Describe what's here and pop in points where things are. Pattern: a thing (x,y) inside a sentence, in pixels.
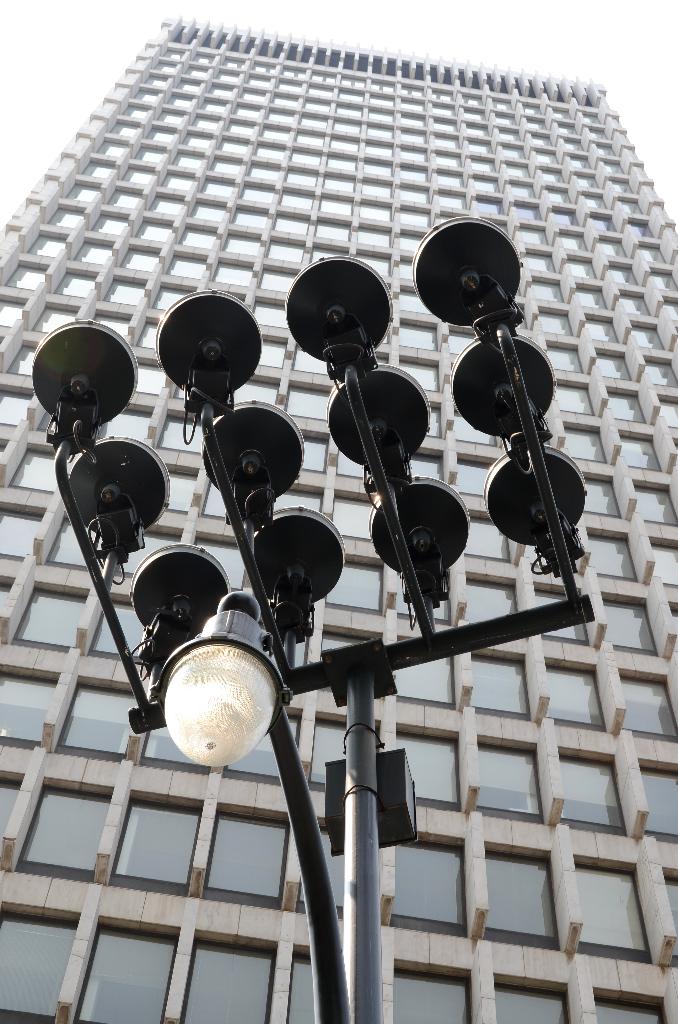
In this picture I can see a building (113,279) and a pole light (277,754) and a cloudy sky (119,59).
